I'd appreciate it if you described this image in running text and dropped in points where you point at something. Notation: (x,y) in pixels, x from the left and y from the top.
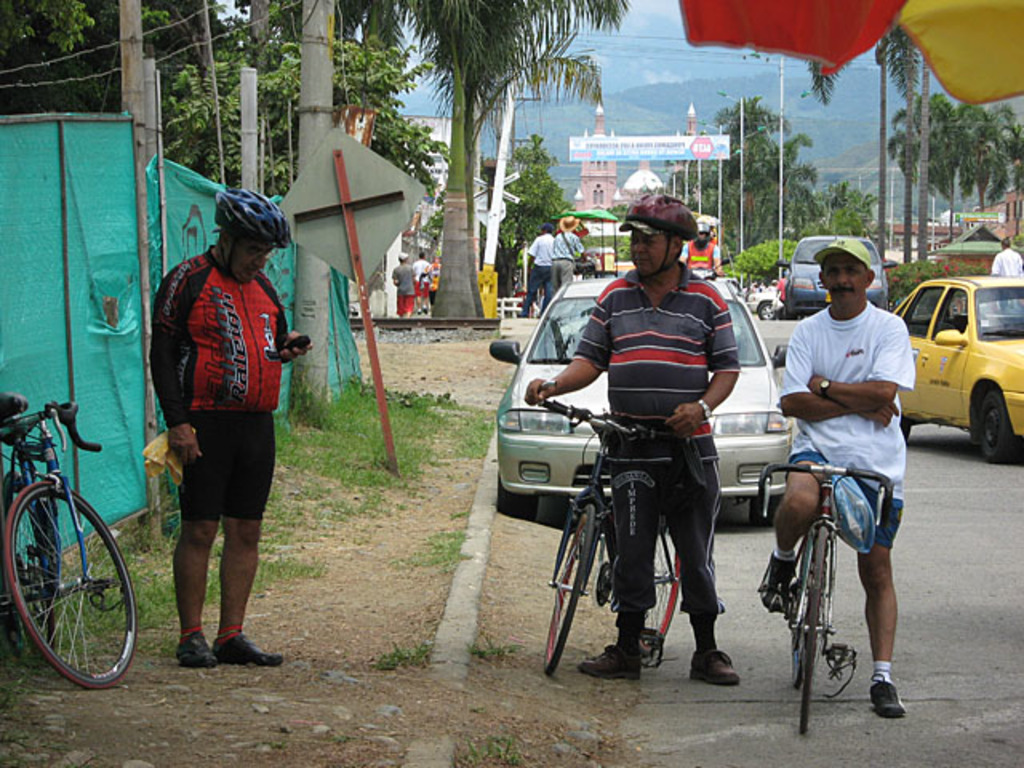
In this picture we can see three persons (690,519). These are the bicycles (828,497). There are cars (1014,418) on the road (980,532). These are the trees (258,154) and there is a pole (739,155).
